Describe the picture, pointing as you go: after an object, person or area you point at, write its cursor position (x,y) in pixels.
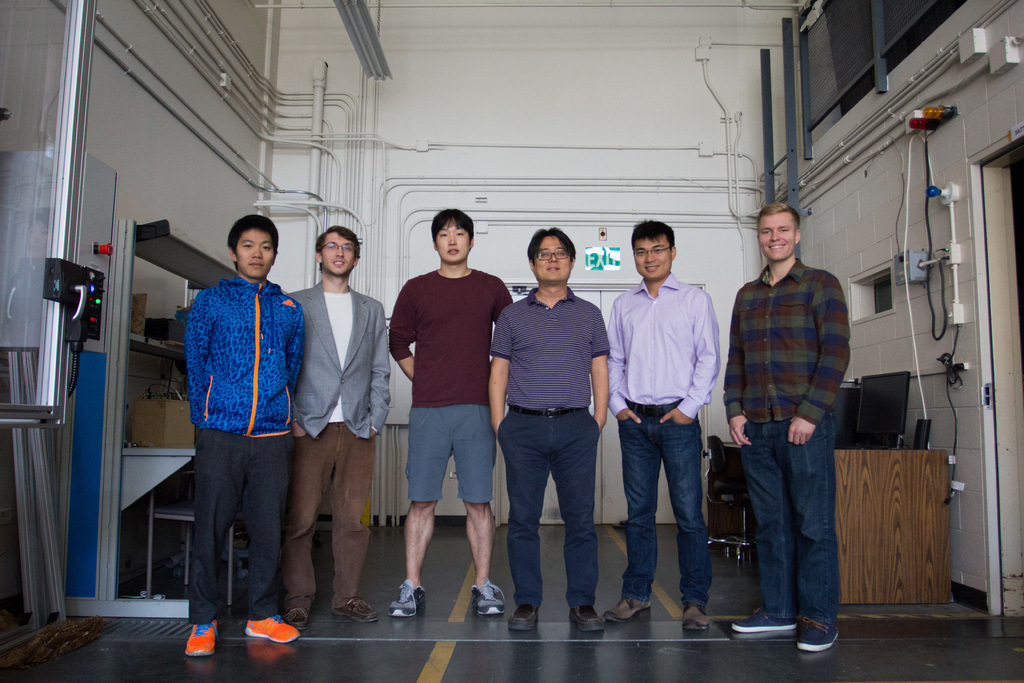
In this image we can see few people (496,396) standing on the floor (547,622), there is a system (880,402) on the table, two chairs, few pipes (667,150), lights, boxes (960,308), a board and few objects (957,320) attached to the wall (656,133) and there is a rack (119,264) with few objects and there are few metal objects (102,256) beside the rack (175,312) on the left side (52,155) and a door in the background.
